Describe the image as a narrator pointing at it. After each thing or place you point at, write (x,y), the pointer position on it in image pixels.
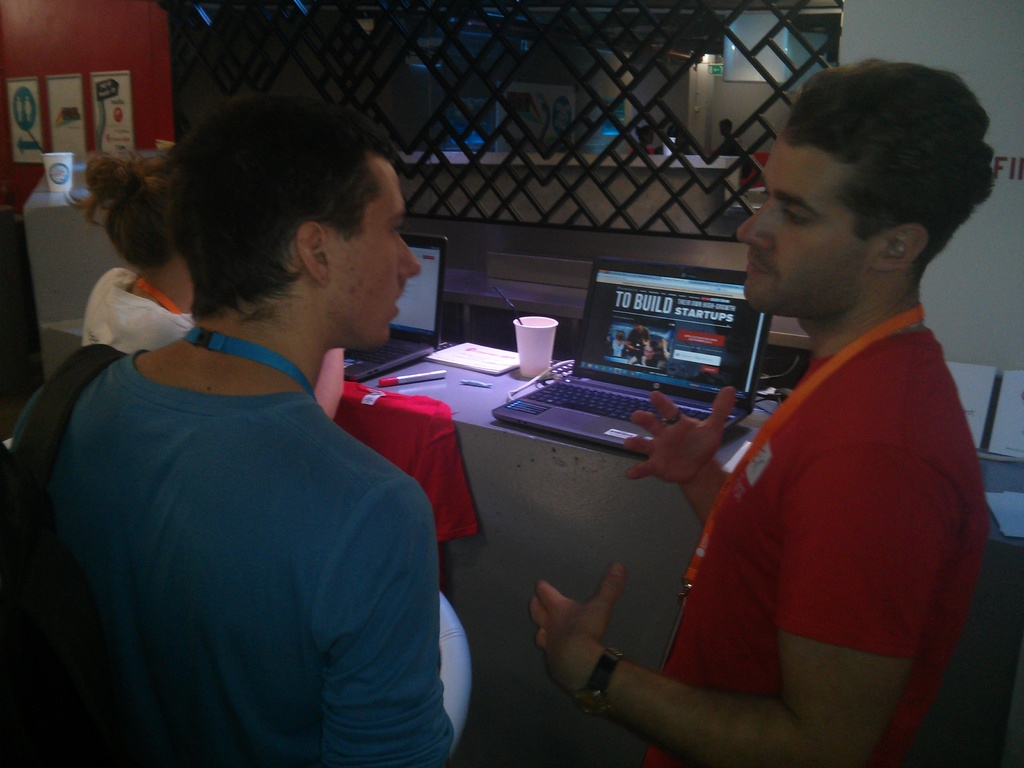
In this picture we can see few people (244,303), in the middle of the image (619,390) we can find laptops (606,383), cup (546,334), marker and other things (448,427) on the table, on the left side of the image (102,96) we can see posters (72,84) on the wall (127,57).
